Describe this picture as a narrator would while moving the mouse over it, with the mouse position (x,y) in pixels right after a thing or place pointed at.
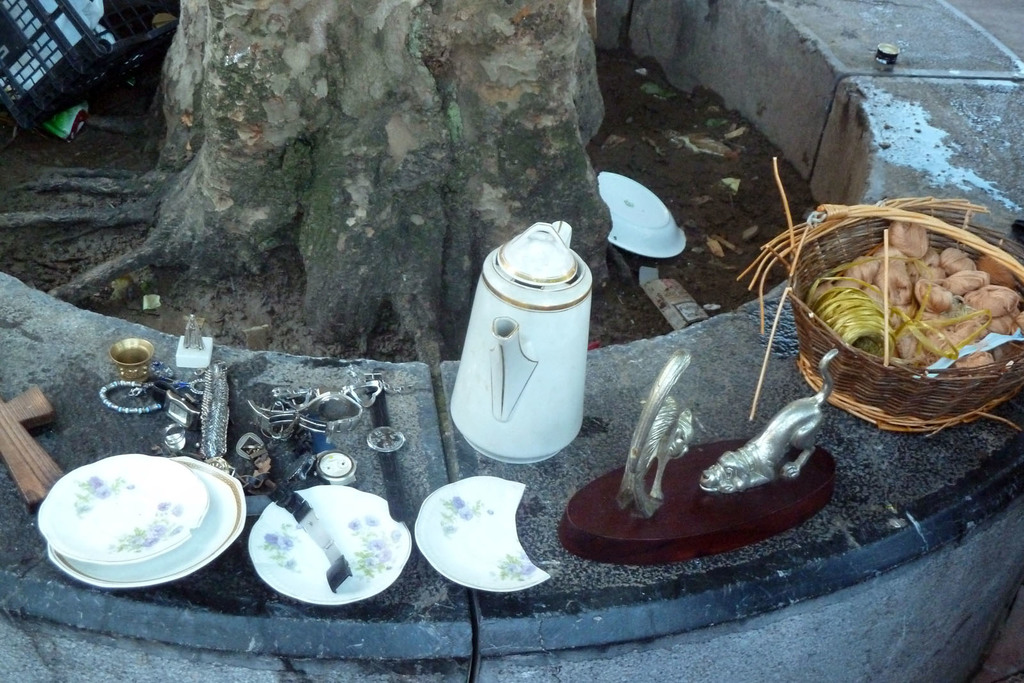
In this picture we can see a wall (761,616) and on the wall (941,550) there is a basket (877,370) with some food items (899,276). On the wall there are jar (463,422), plate (503,546), sculptures (748,458) and other objects (22,424). Behind the wall (423,422) there is a tree trunk (332,113) and on the ground (693,164) there is another plate (631,204) and behind the basket (858,246) there is a bottle lid (886,55).
